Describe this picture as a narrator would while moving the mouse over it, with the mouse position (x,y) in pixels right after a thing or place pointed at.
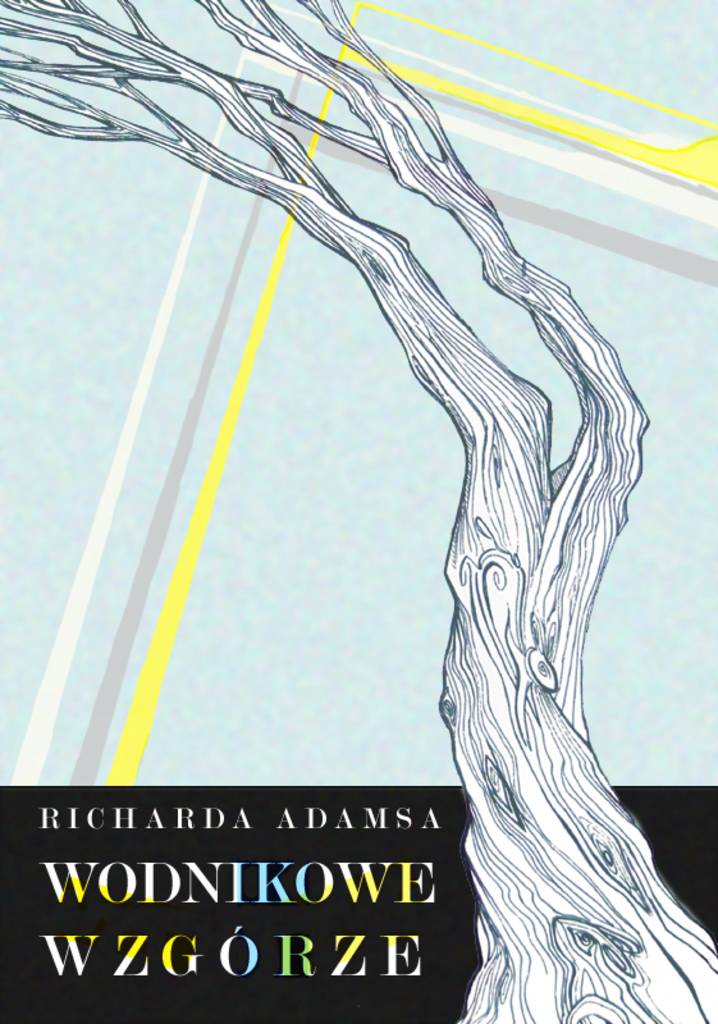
Here we can see a sketch (520,810) of a trees trunk (714,941) with something printed beside it, probably this is a cover (713,999) of a book (628,1017).
